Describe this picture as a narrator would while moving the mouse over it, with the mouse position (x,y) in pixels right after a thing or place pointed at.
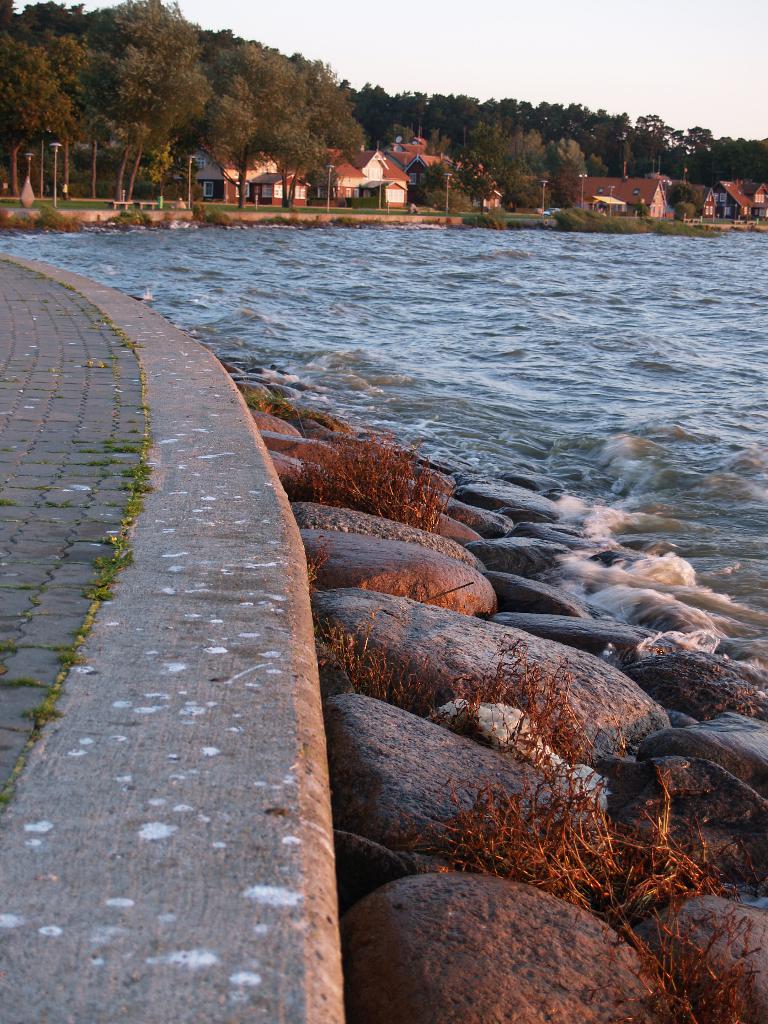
In the image there is a path (91,501) on the left side (55,441) with beach (459,907) on the right side (585,702) and in the back (276,185) there are homes (404,190) with trees (508,174) in front of them and above its sky (566,59).
